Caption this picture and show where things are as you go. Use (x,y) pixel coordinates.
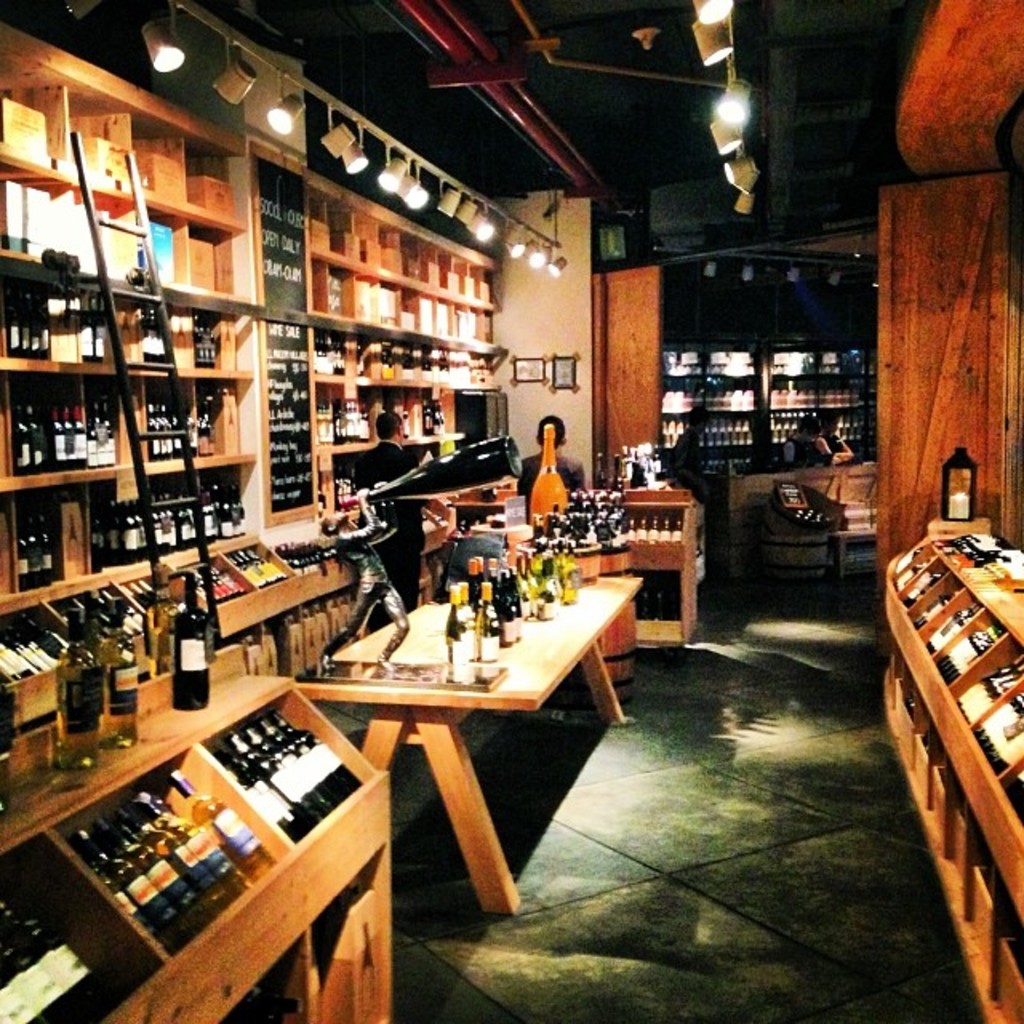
In this image it seems like it is a bar (688,278) in which there are so many wine bottles (329,352) kept in the shelves (357,336). In the middle (558,625) there is a table (577,626) on which there are so many bottle (495,599). Behind the table (430,644) there is a person (399,557) who is standing on the floor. At the top (726,96) there are lights (725,121).
